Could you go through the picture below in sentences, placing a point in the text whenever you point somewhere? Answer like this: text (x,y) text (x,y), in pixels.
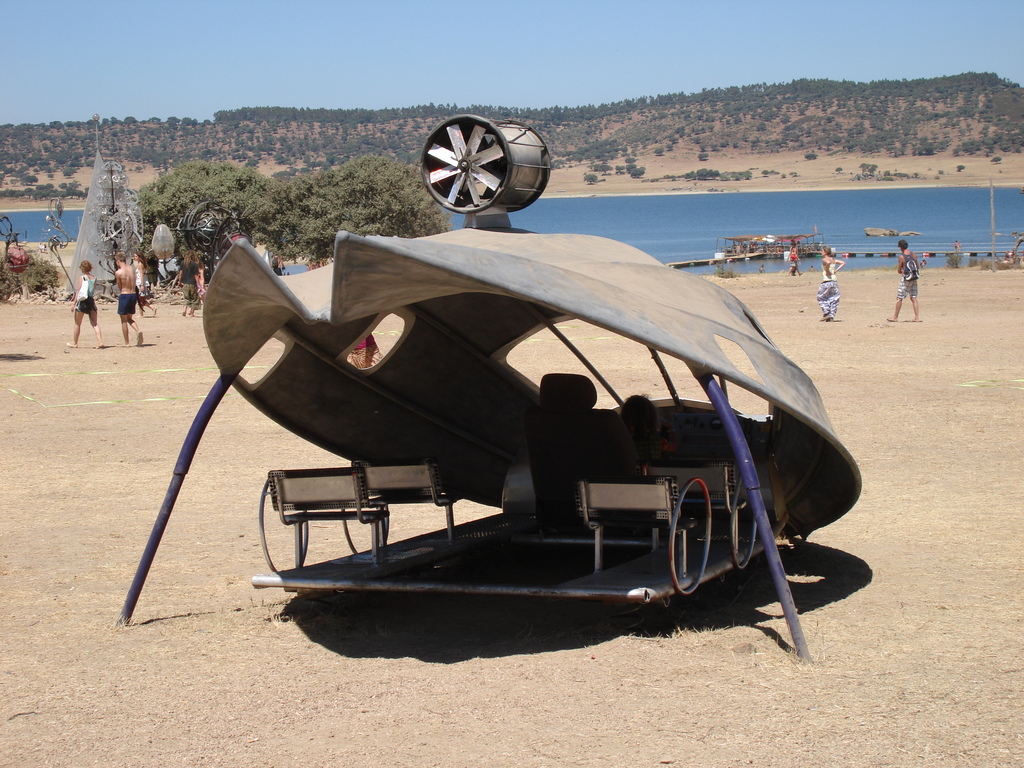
There is a vehicle shaped shelter (567,456) present in the middle of this image (450,346). We can see some persons (136,277) and trees (274,224) on the left side of this image (188,259), and some persons (900,264) are on the right side of this image (791,259). There is a surface of water (705,235) in the middle of this image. There are trees (285,141) on the mountain (688,151) we can see in the background (652,132), and there is a sky (394,57) at the top of this image (328,60).
